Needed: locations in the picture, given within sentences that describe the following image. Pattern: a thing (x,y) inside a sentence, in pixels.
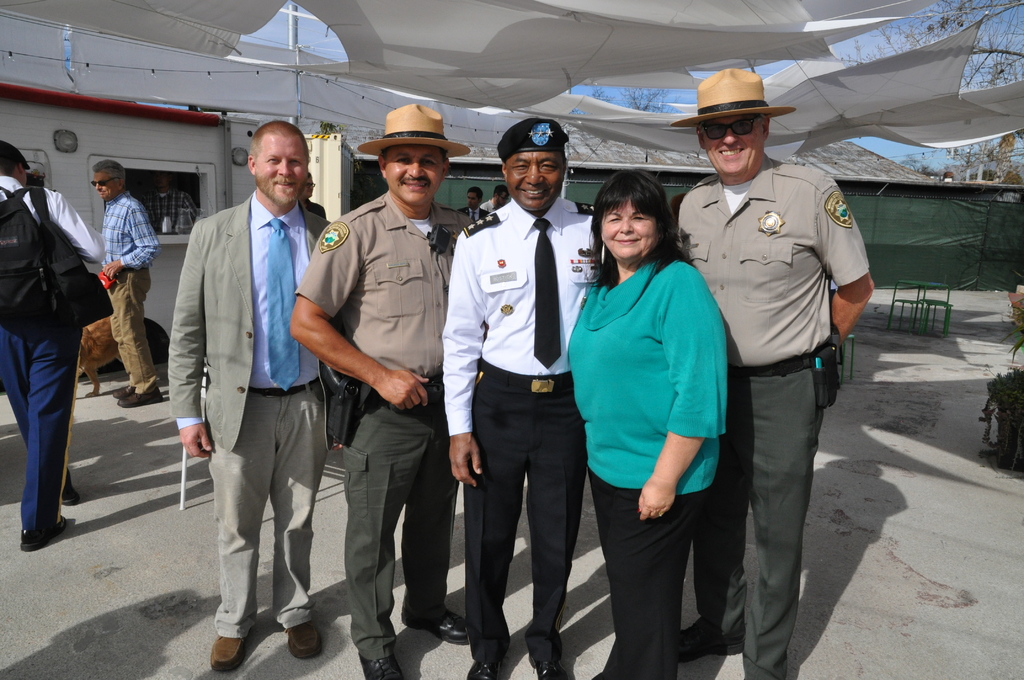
In the center of the image (475,259) there are people (588,214) standing. In the background of the image (460,119) there are tents (97,70). At the top of the image (294,51) there is white color cloth (523,60). At the bottom of the image (925,635) there is floor (342,619). There are chairs (895,293).
